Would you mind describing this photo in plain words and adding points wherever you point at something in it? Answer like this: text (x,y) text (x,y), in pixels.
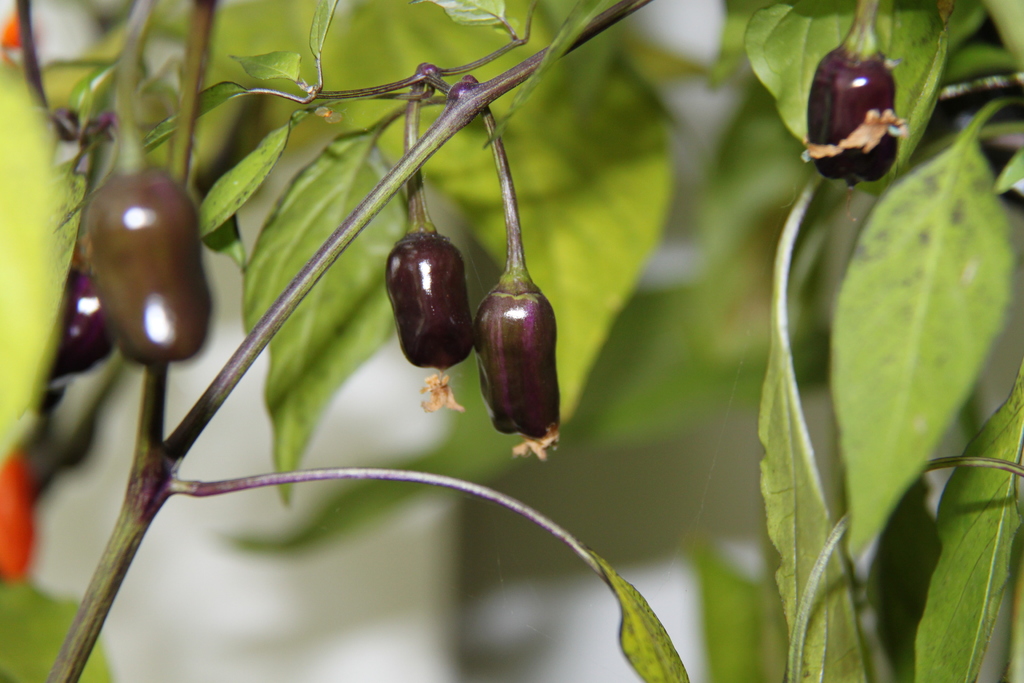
In this image we can see there is a chili plant (275,228).
